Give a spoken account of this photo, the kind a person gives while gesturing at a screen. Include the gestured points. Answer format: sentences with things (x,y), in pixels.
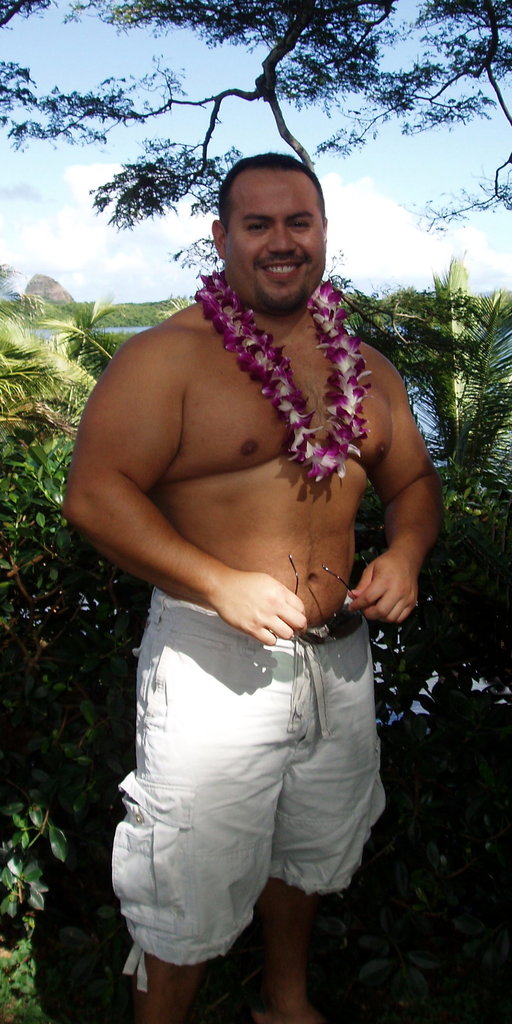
In this image I can see a man (145,529) standing, wearing a garland (331,329) and white shorts (313,722). He is holding goggles (309,636) in his hands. There are trees (458,479) and water (433,423) behind him. There is sky (383,221) at the top (383,221).
